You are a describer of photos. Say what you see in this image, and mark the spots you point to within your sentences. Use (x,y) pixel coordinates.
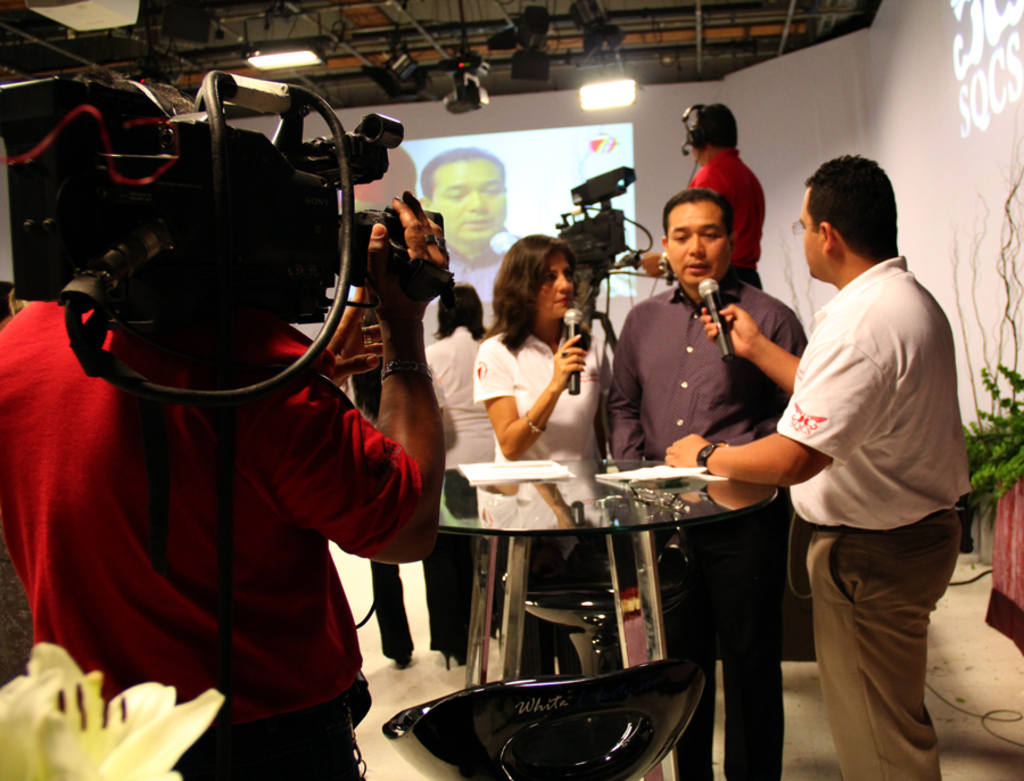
A person (196,486) is standing wearing a red t shirt (193,614) and holding a camera (389,264). People (901,562) are standing at the back (714,343) holding microphone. There is a projector display (455,143) at the back (489,172) and there are lights (619,98) on the top (402,98).
